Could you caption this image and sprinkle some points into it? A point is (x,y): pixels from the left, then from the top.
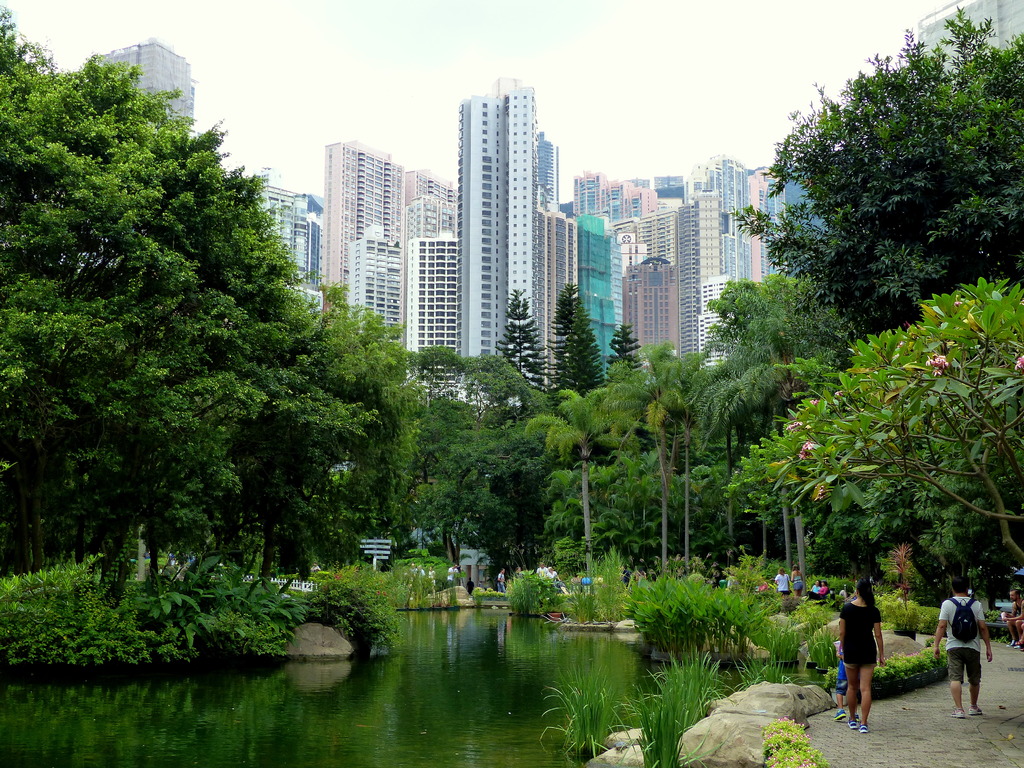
In the picture we can see these people (973,684) are walking on the way (883,722), we can see rocks (699,740), grass (672,737), plants (49,641), water (564,673), trees (15,376), fence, tower buildings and the sky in the background (517,267).
